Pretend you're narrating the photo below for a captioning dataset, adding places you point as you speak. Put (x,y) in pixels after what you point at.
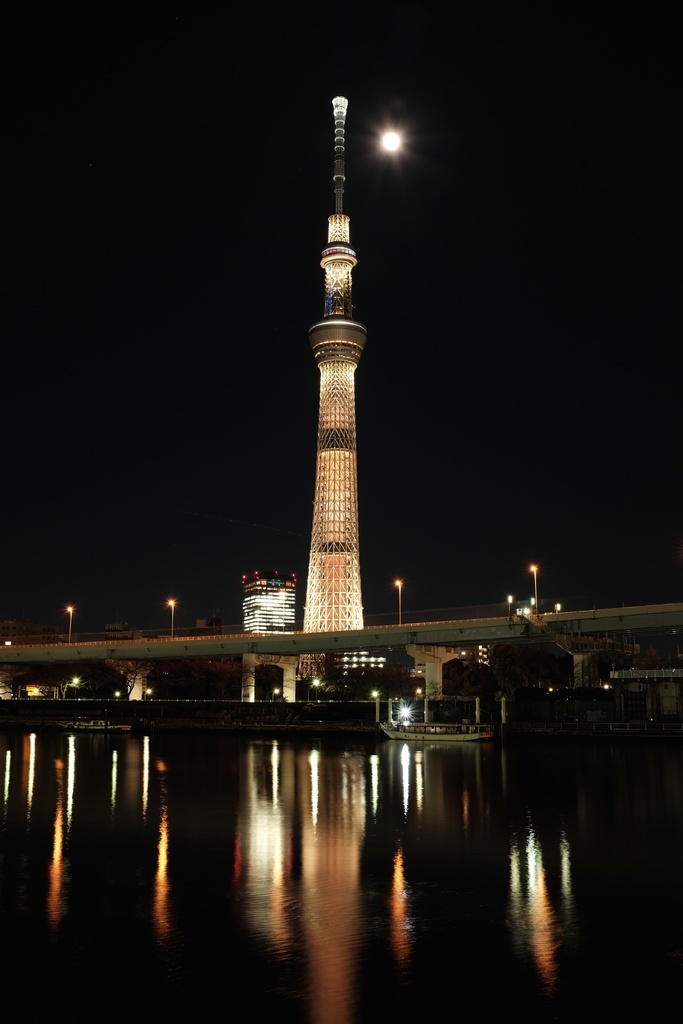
In this image we can see buildings (337,413) with lights (337,570), a bridge (569,612), street lights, a boat (429,729) on the water (327,782) and a moon (395,145) in the sky (419,264).
